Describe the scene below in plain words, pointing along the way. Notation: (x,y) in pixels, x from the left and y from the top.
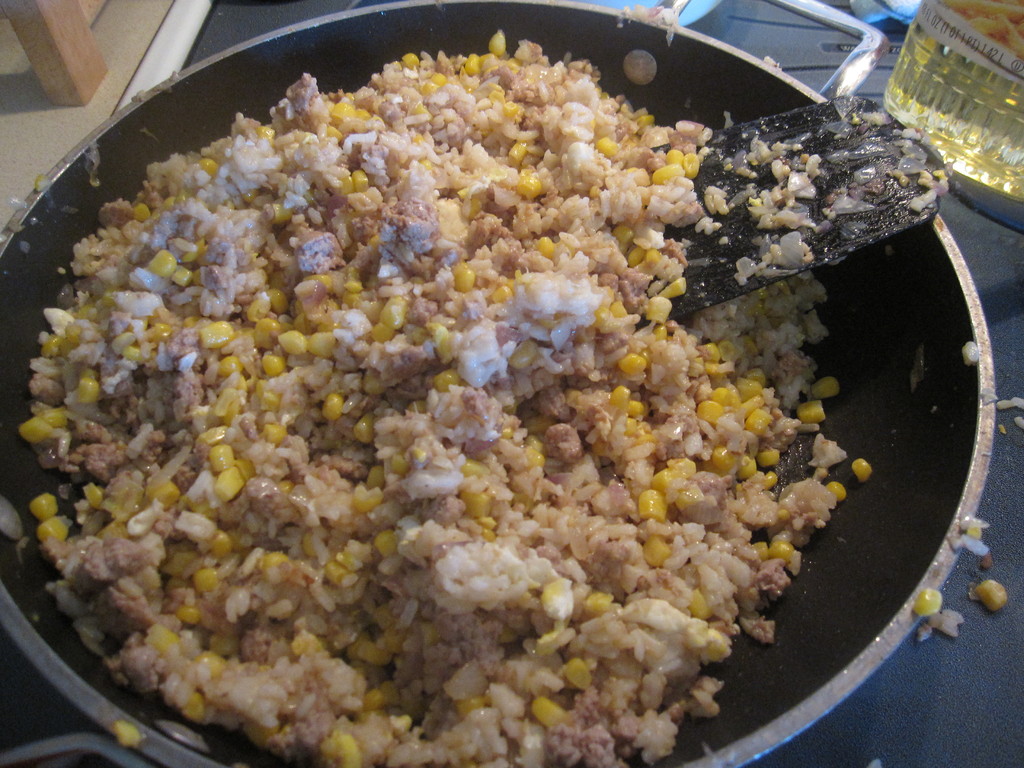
In this image there is corn (611,307), rice (615,319) and a pan stick (731,257) inside a pan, beside the pan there is a bottle of oil (918,114).
